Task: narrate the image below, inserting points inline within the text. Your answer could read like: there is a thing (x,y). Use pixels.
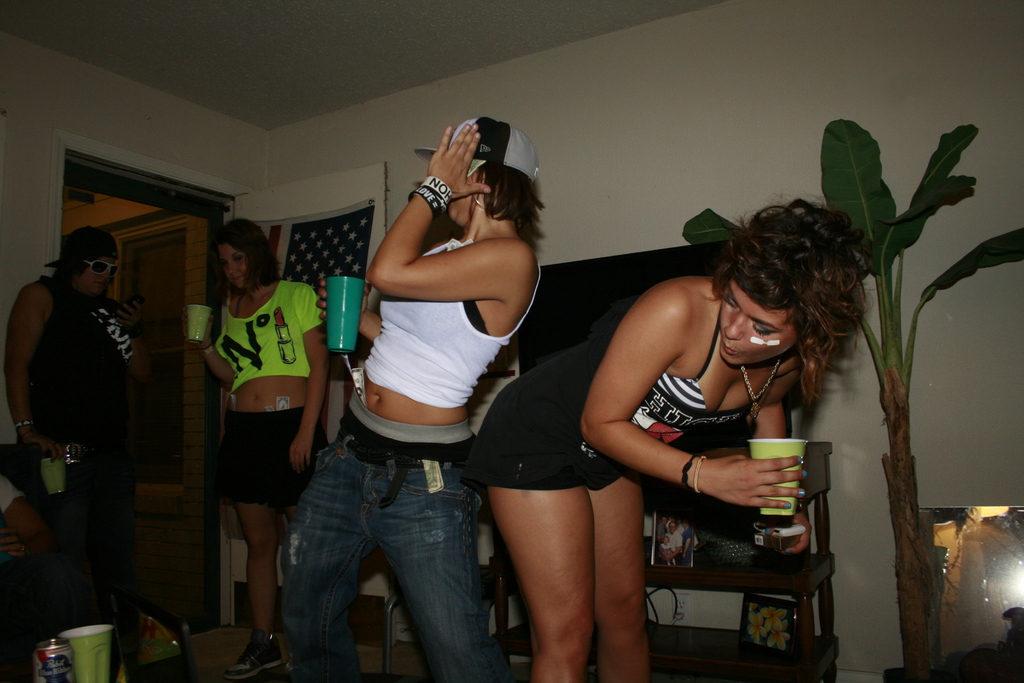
In this image there are people (480,462) holding the cups (756,456). On the right side of the image (975,673) there is a mirror (988,661), plant (909,568). There is a TV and a few other objects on the table (728,585). There is a flag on the door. On the left side of the image (86,667) there is a cup (79,629) and a tin (56,649) on the table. There is a person (27,618) sitting on the chair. In the background of the image (587,151) there is a wall (618,147).
